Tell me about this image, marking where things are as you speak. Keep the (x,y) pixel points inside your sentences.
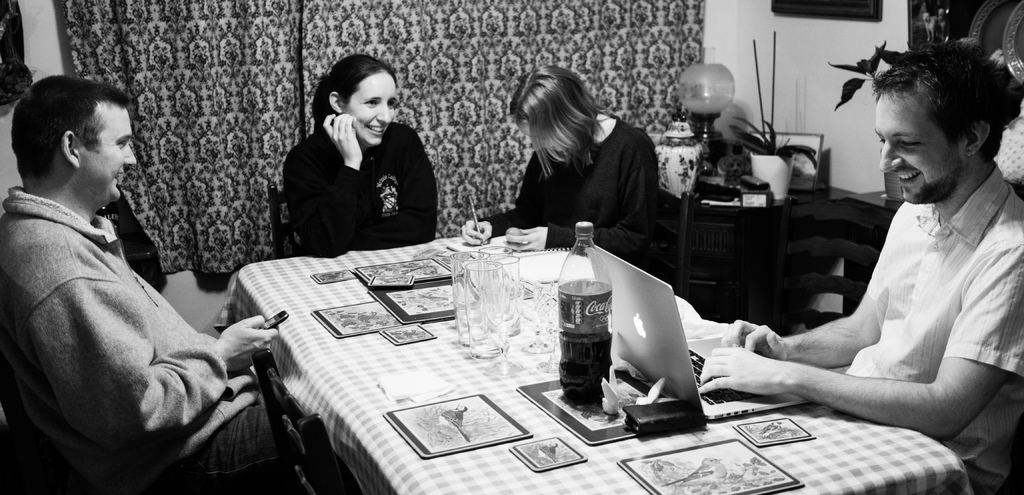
In this image we can see a black and white picture of four people (305,255) sitting in front of a table (306,371). One person (218,420) is wearing jacket (133,314) and holding a mobile (280,322) in his hand (226,355). One woman (621,160) is wearing a black shirt (542,188) is holding a pen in her hand (483,225). on the table (584,467), we can see a group of photos (460,424), group of glasses (466,306), a cool drink bottle (580,325) and a laptop (678,381). In the background (828,212), we can see chairs (819,236), a lamp (714,144) on the table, plant (768,149) in pot (780,163), curtains (694,52) and photo frame (854,16).
